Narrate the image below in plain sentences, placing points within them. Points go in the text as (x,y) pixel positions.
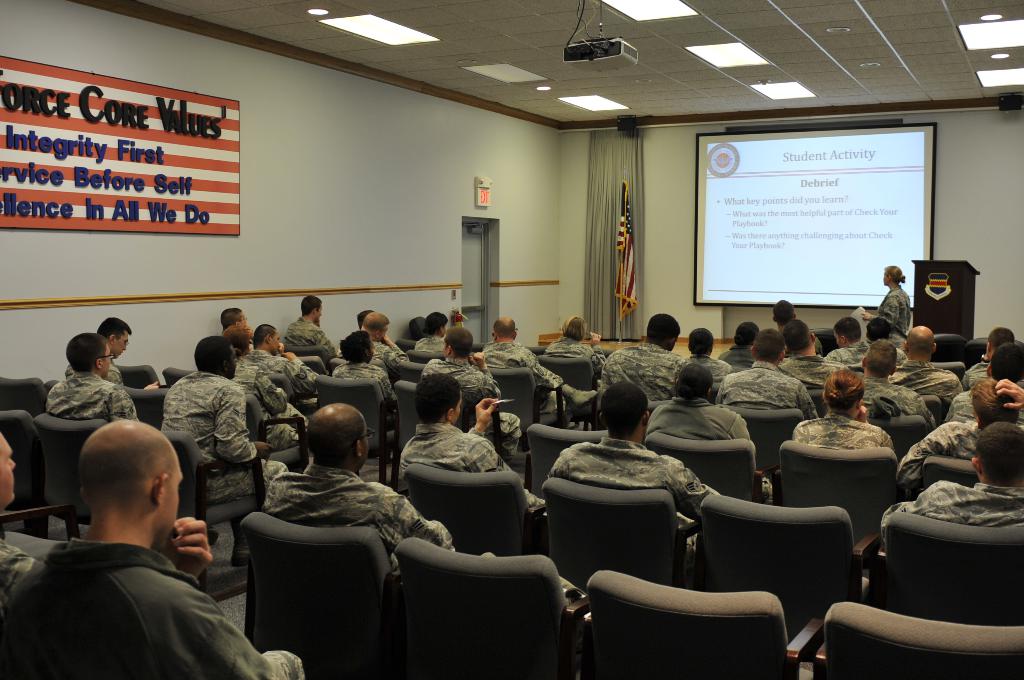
In this image, group of people (214,492) are sat on the ash chairs (519,495). The right side (940,304), we can see podium (928,308), woman (900,307) is standing. At the background (825,259), there is a screen (749,233), curtain (603,171), flag (629,263). In the middle (483,280), there is a door (469,273). And here board (482,200). Left side (149,168), we can see a board (137,138). The roof (467,43), white color roof (511,40), lights (716,53), projector (615,60) we can see.
